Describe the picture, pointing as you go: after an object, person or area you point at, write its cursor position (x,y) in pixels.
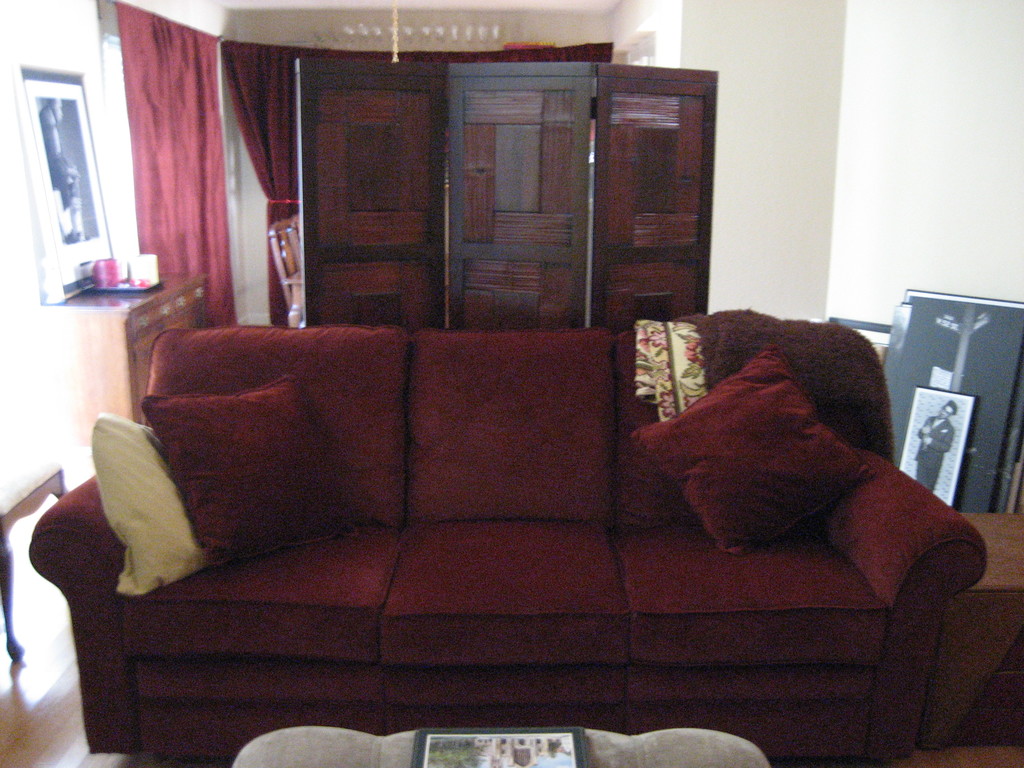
In this picture there is a sofa (374,519) on which some pillows (733,457) were placed. In the background (533,260), there are some wooden walls (426,167), curtains (185,234), photo frames (84,205). We can observe a wall (890,174) here.
